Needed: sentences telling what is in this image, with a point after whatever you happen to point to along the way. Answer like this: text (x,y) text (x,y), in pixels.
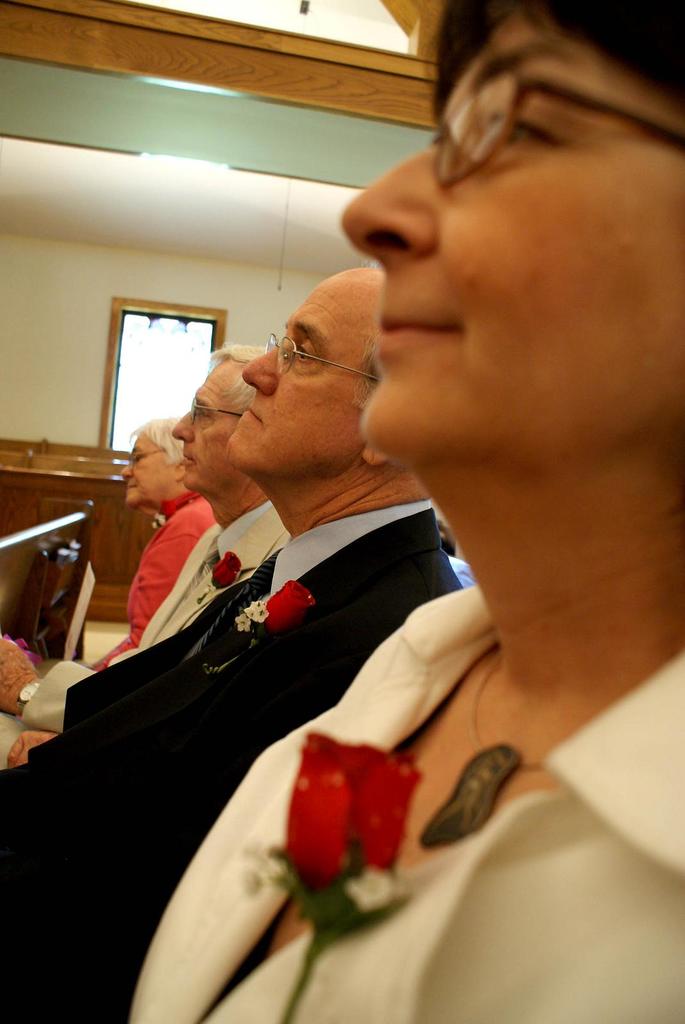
In this picture we can see a group of people (224,657) sitting in a row and to the people (227,658) there are flowers (340,749). Behind the people (182,539) there is a wall (5,279) with a window (149,344) and at the top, it looks like a light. In front of the people (169,539) there is a bench (21,589).
